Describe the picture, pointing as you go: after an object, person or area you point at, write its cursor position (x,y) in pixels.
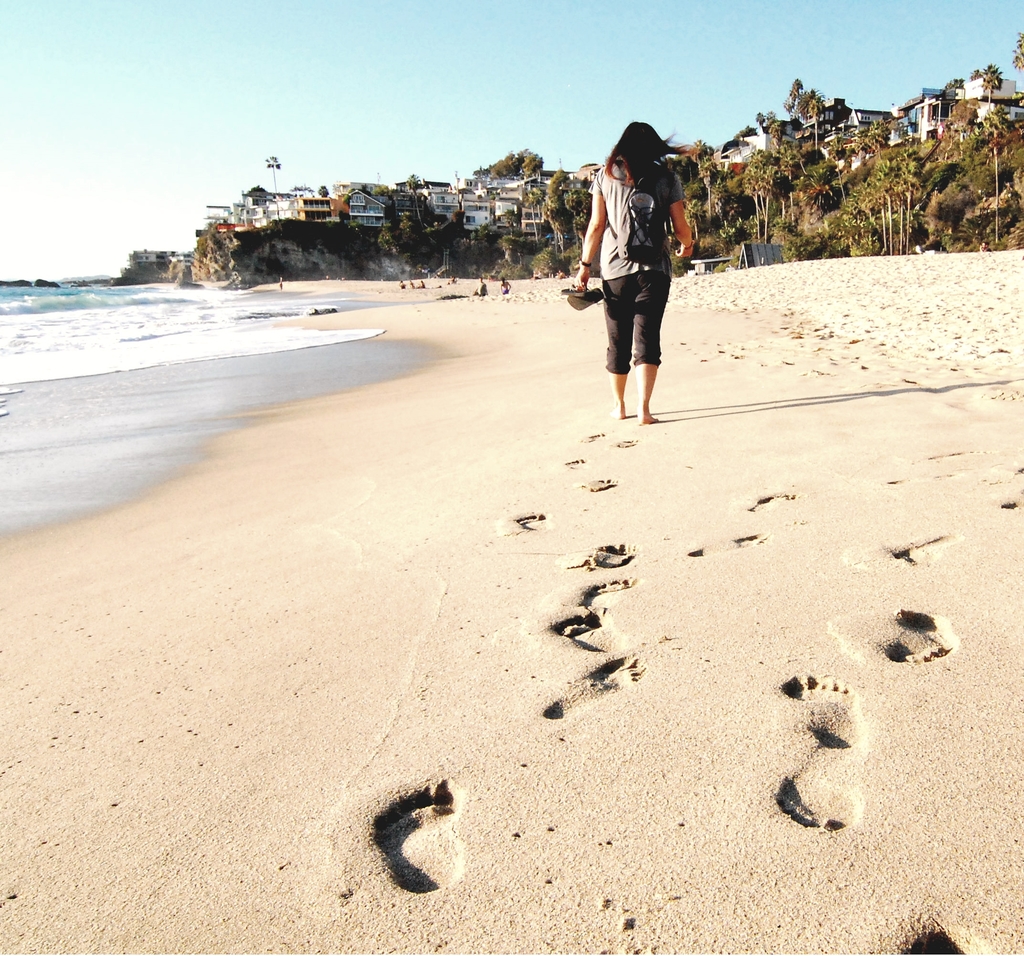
In the background (291,51) we can see the sky (224,35), buildings (840,110), trees (884,136). In this picture we can see the few objects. On the left side of the picture (25,368) there is the sea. Near to the sea shore (810,307) we can see a woman (614,199) wearing a backpack (664,221) and she holding footwear (562,290). She is walking. At the bottom portion of the picture (391,848) we can see the foot marks (591,701) on the sand (402,867).
